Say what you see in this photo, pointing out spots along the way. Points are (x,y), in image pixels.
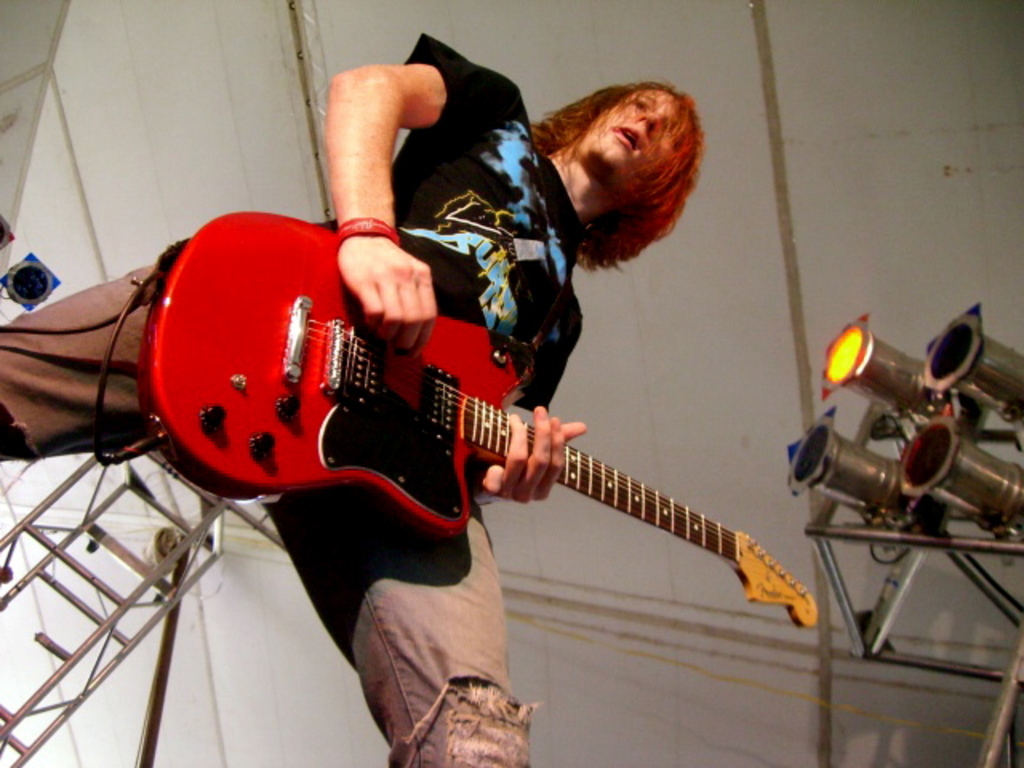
In this image, we can see a person (400,283) is playing a guitar (368,479). Here we can see few rods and lights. Background (310,638) we can see white color surface (139,39).
